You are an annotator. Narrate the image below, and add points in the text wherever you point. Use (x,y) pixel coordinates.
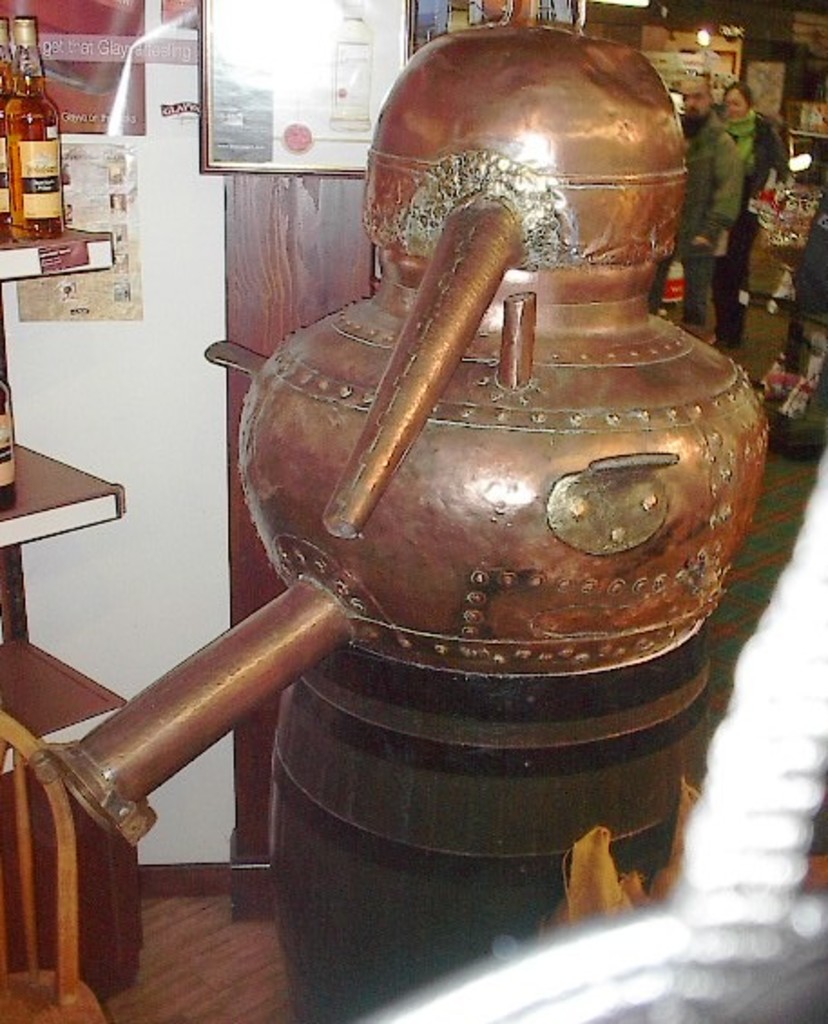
In this image in front (467,497) there is an object (546,595). Behind the object (483,539) there is a wooden rack (22,487) with the wine bottles (44,137) on it. In front of the wooden rack (49,853) there is a chair (55,985). Behind the wooden rack (79,975) there's a wall (182,232) with the posters (129,232) on it. In the background of the image (692,239) there are two people (732,233) standing on the floor (755,334). There are lights (706,36) and a few other objects (795,132).
